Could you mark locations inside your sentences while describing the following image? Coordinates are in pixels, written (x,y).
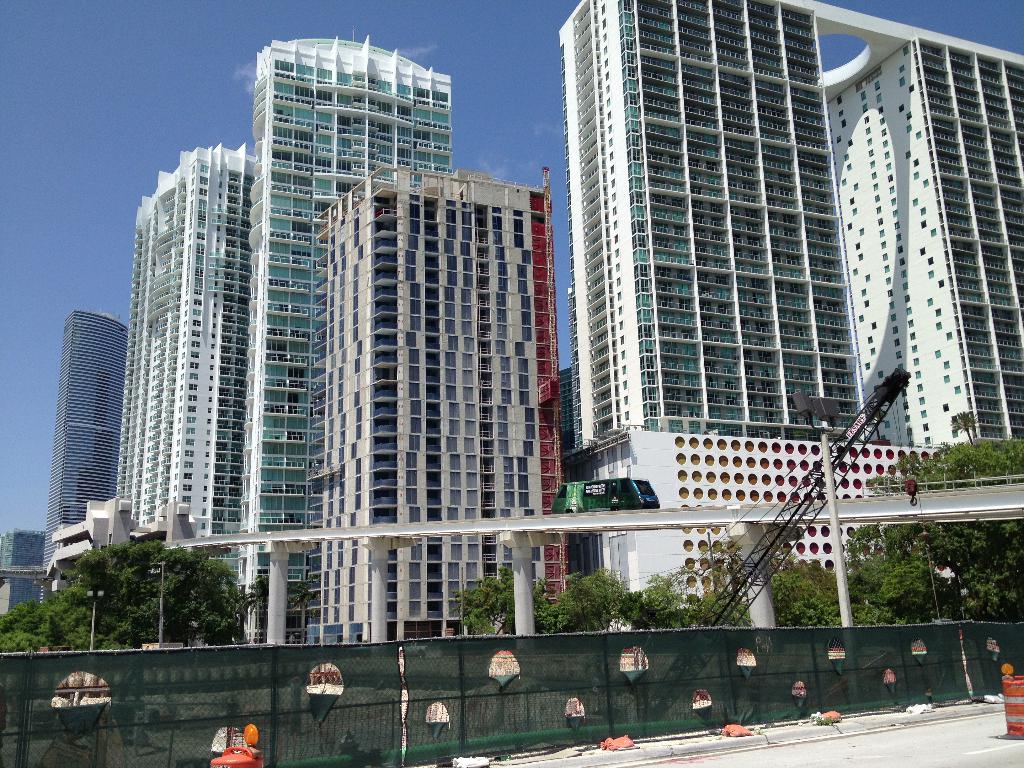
In this image there is a road (972,745) at the bottom (925,747). There is a metal railing (583,641) and a crane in the foreground (696,674). There are buildings (358,477), trees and flyover (371,604) in the background (476,304). There is sky (174,104) at the top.
